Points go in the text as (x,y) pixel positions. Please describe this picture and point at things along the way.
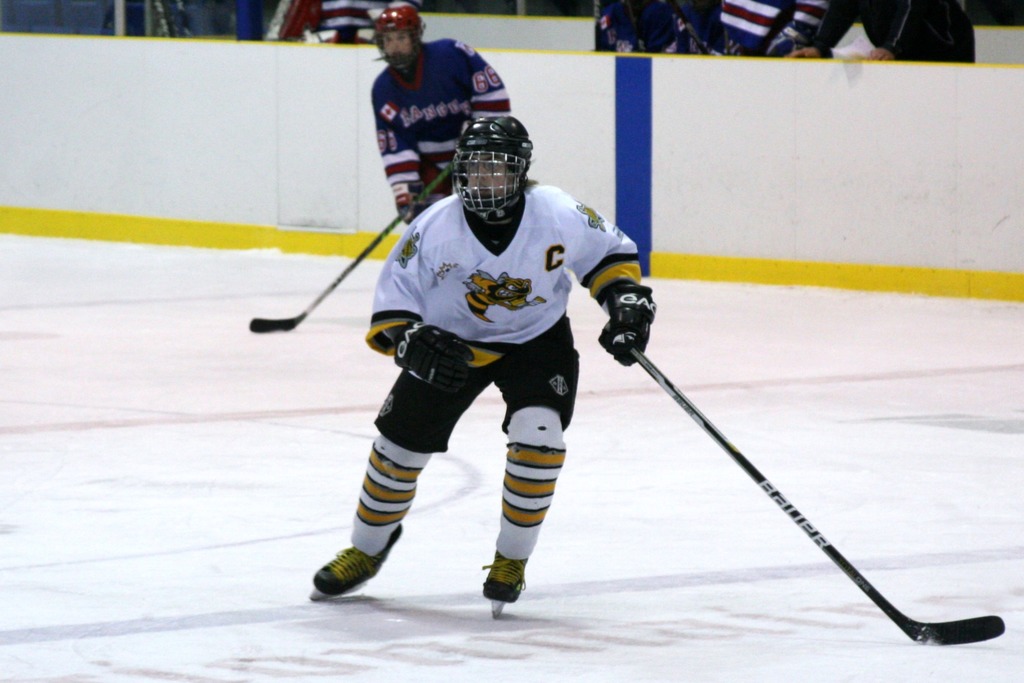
In this picture there are two people (464,87) holding hockey sticks (646,358) and wore helmets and gloves (642,343). We can see wall (194,91). In the background of the image (900,42) we can see people (653,44).
